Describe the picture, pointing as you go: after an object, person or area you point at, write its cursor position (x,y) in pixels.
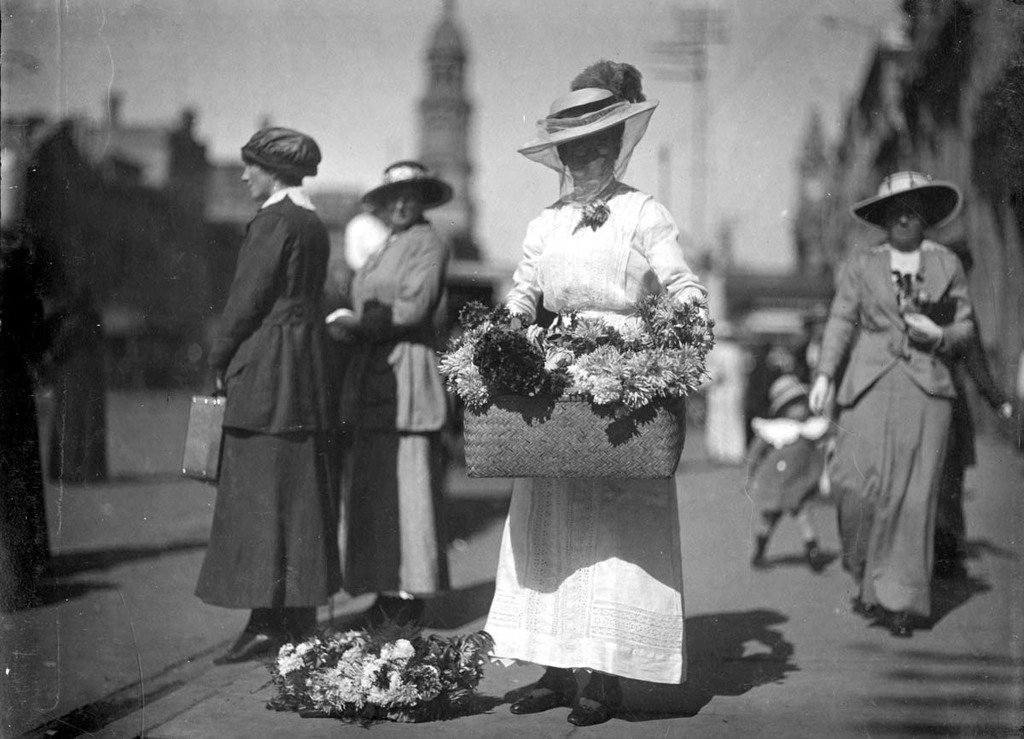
This is a black and white image. In this image there are few persons (845,449) standing on the road (795,597) and holding some objects (555,447). In the foreground of the image (566,494) there is a person (612,260) standing and holding a flower basket (550,428). In the background (460,118) there are some buildings (1004,183) and sky (127,46).
